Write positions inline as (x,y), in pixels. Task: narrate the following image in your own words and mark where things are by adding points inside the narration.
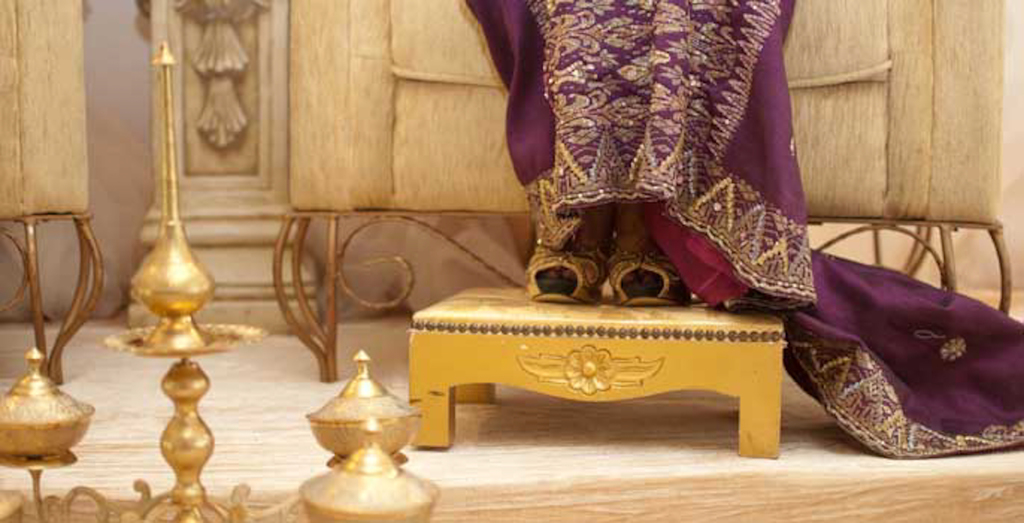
In this image there is a person (695,40) standing on a stool (442,365), beside the stool (455,350) there are few objects (208,334), in the background (312,133) there is a sofa (369,179) and a pillar (223,116).
